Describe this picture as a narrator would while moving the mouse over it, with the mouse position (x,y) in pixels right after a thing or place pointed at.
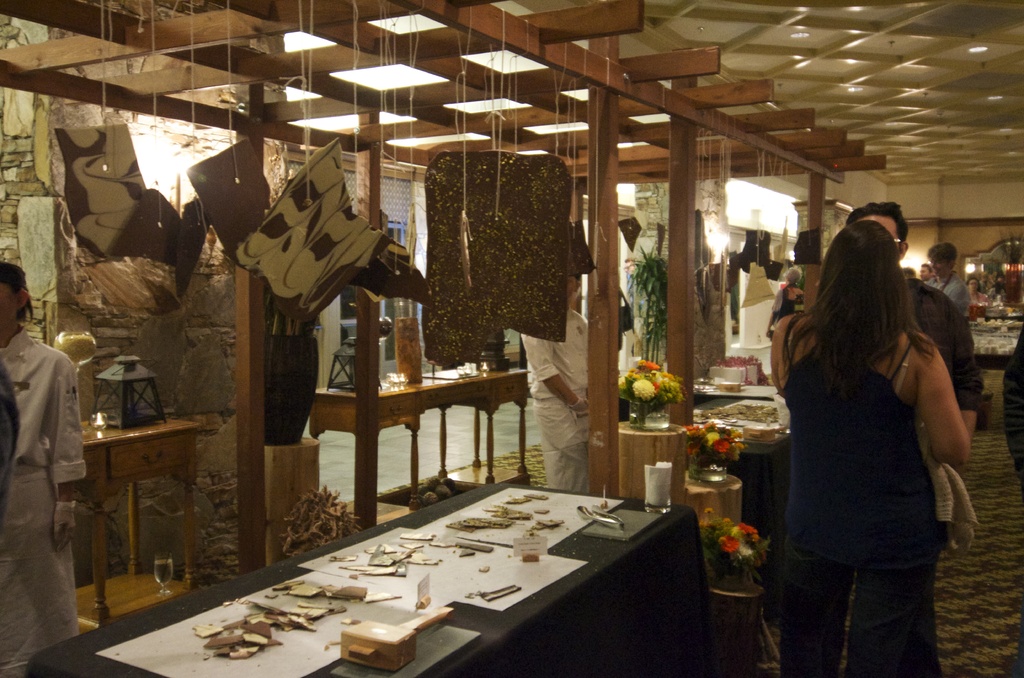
This image is taken in a restaurant (745,453). In this image there are a few people (854,377) standing in front of the table (741,403). On the table (679,524) there is some stuff (547,521) on it and there are flower pots (694,451) with some decorations (147,371) of candles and there are few objects (325,206) hanging from the ceiling (381,25) with lights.
